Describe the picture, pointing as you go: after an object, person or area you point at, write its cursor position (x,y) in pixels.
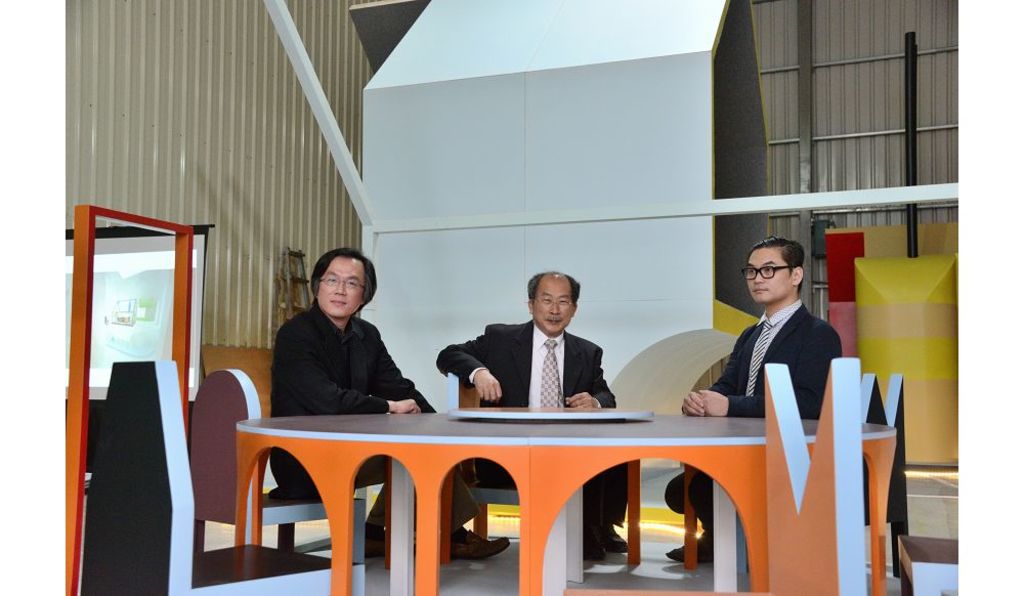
There are people (785,272) sitting in front of a table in the foreground area of the image (766,327), there is a door (122,227) and other objects (897,255) in the background (769,223).
